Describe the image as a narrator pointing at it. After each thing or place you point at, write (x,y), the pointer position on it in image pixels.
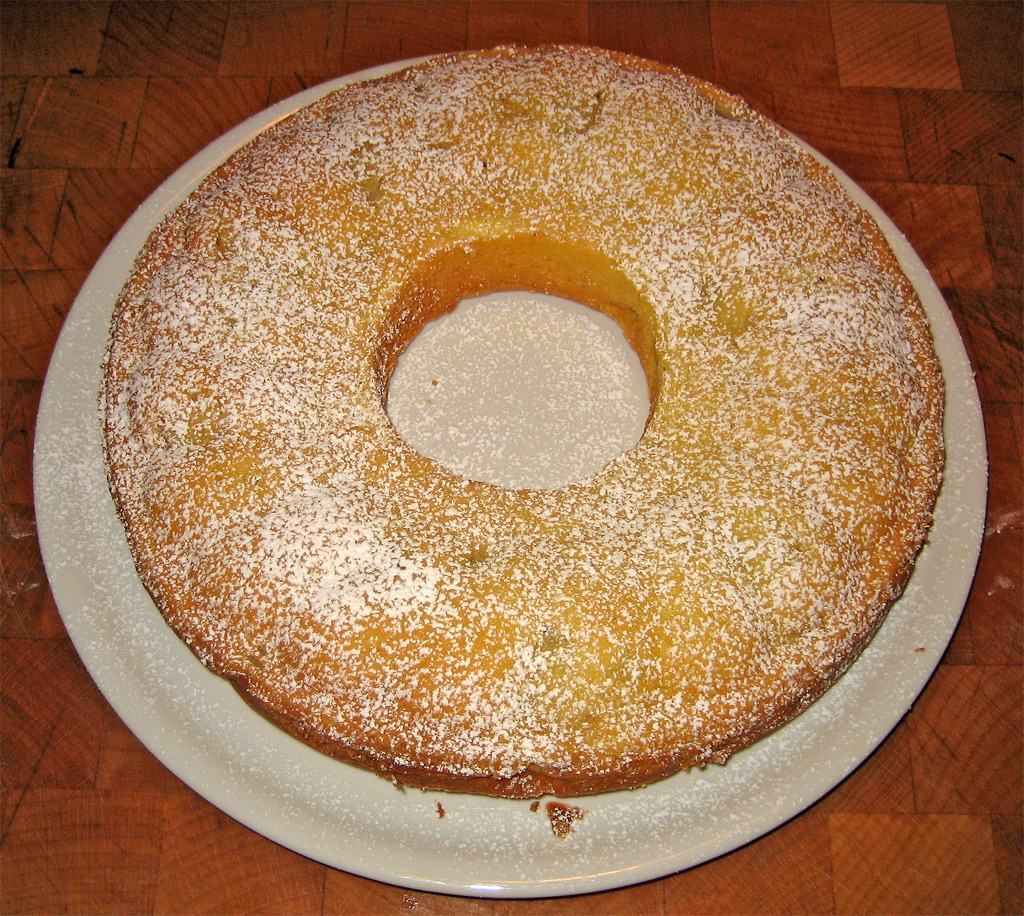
In the center of this picture (510,379) we can see a white color platter (867,745) containing the cake (575,282) and the platter (69,392) seems to be placed on the top of the wooden table (463,905).
